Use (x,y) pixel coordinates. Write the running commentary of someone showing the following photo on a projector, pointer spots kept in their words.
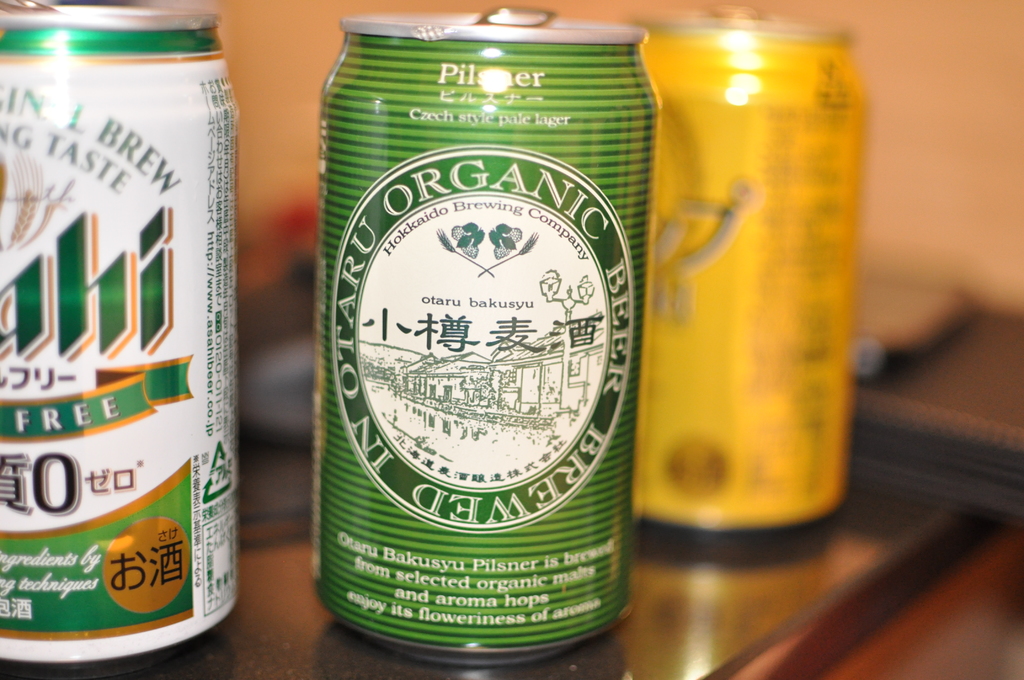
In this picture we can see three tins (730,310) on a platform (747,562). There is a blur background (278,62).
